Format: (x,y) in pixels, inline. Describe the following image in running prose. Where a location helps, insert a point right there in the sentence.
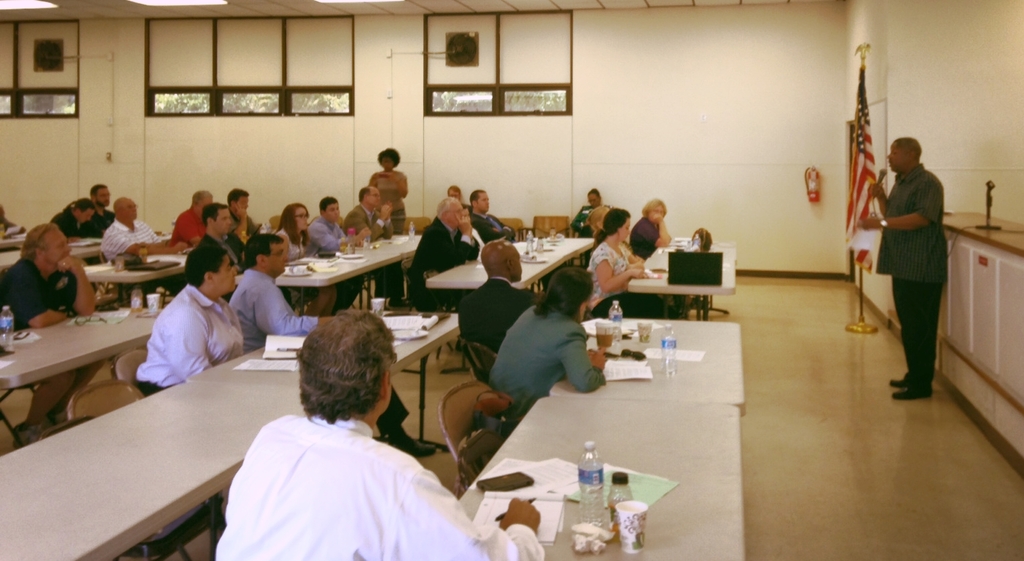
In the image there is a man (910,217) in the right side (911,283) talking on mic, beside him there is a flag (869,166) and in front (592,376) there are tables (651,526) and people (550,356) sitting in front on chairs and there are bottles (581,499) cups (625,519) and papers (551,501) on the table (648,541).
